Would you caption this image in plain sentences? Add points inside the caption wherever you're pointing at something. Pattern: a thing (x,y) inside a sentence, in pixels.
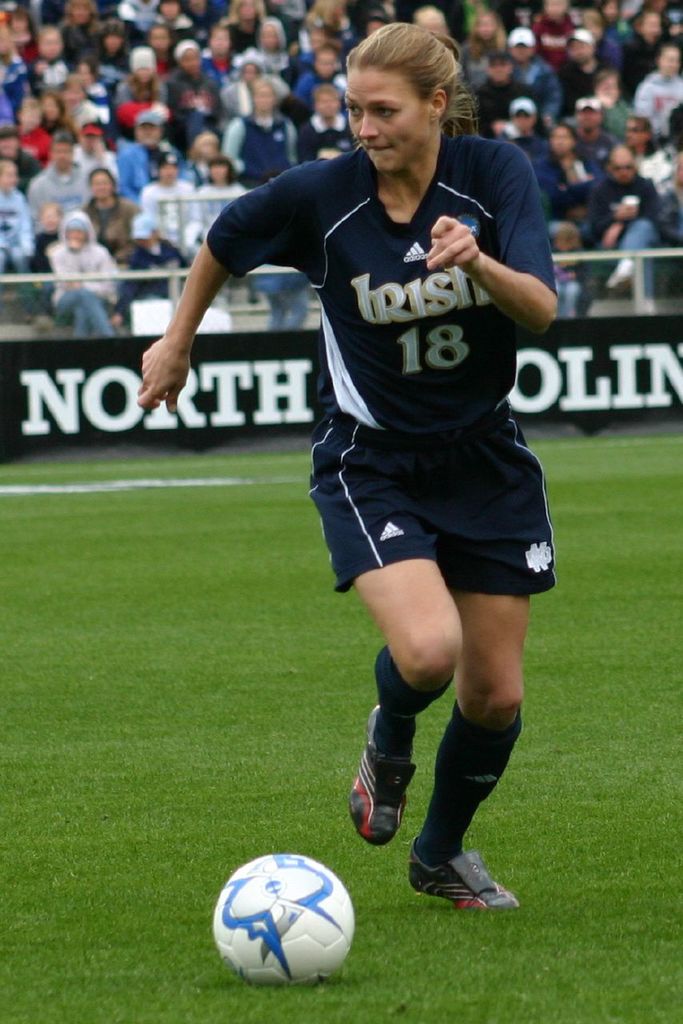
In this image there is a girl (440,272) playing foot ball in the ground (138,486) behind her there is a fence (4,456) and so many people (630,159) sitting in the stadium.
